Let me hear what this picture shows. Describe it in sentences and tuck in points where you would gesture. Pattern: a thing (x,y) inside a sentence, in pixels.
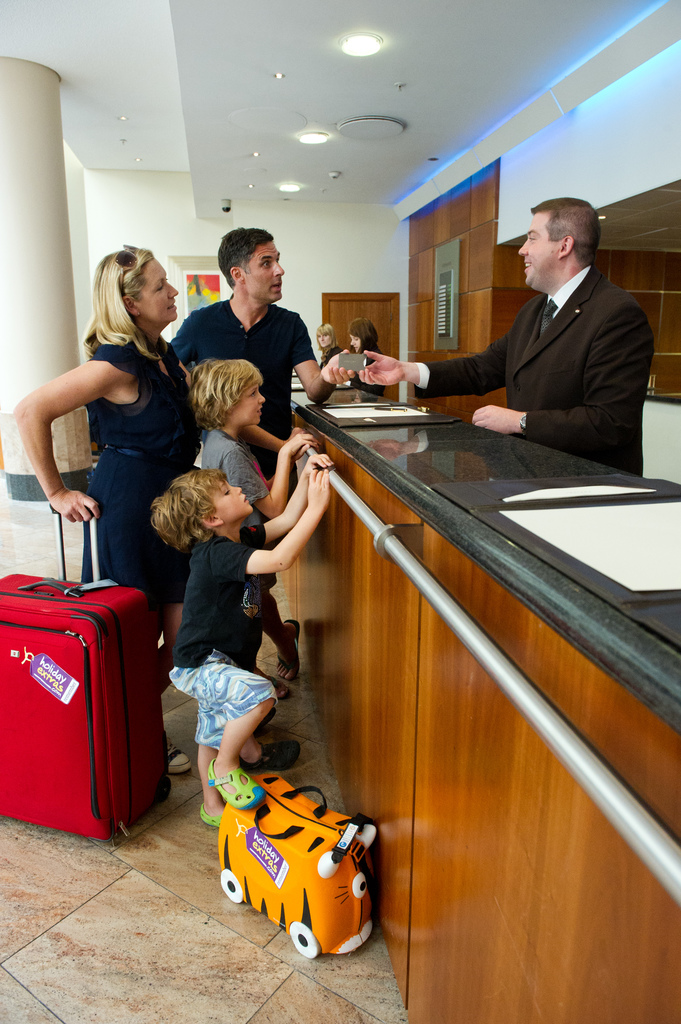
In this picture there is a man (523,361) who is wearing a suit (562,389). On the left (99,480) there is a woman (106,294) who is wearing black dress (134,445) and goggles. She is holding a suitcase (75,666) beside her we can see two boys (244,487) were standing near to the table (317,542). On the table (489,454) we can see the files (505,525) and other object (632,486), beside the pillar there is a man (248,274) who is wearing a black t-shirt (300,339). In the background (335,351) there are two women (362,323) were standing near to the door (397,317). At the top (228,205) we can see the lights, camera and speaker (376,122). At the bottom (331,895) there is a bag (326,857).
